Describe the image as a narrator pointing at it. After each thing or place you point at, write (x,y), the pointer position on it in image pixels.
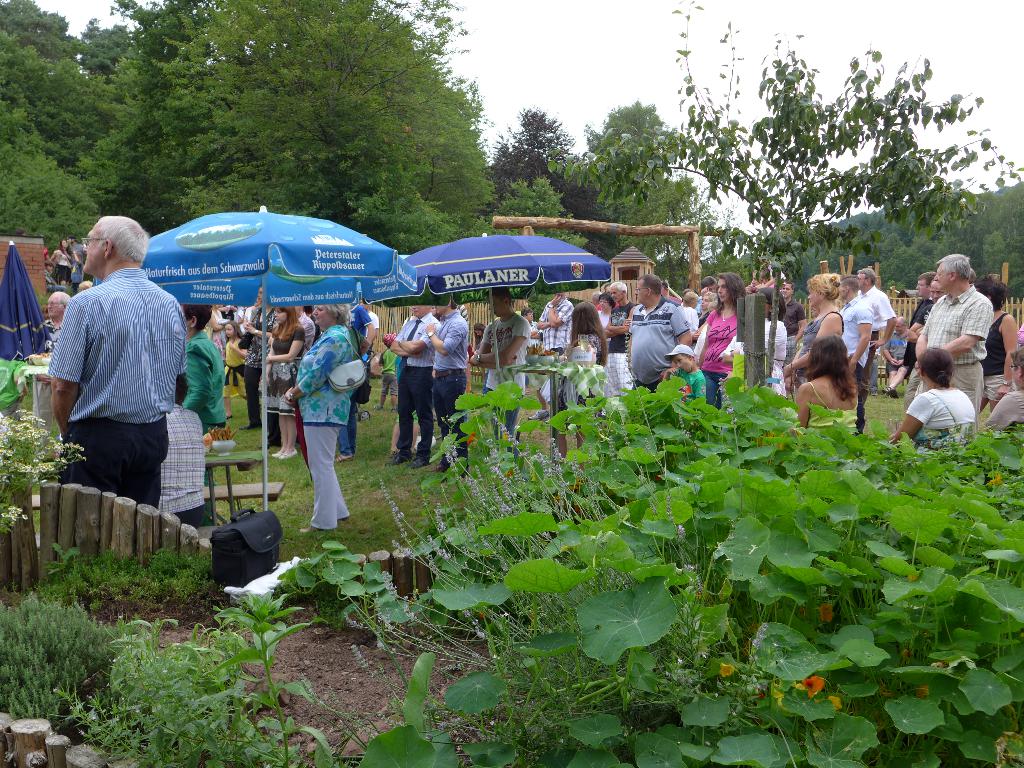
In this picture there is a group of men and women (130,361) standing in the ground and listening something. In the front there are two blue color umbrella (311,283) and some green plants (570,625). In the background (158,92) there are some trees (131,178).
